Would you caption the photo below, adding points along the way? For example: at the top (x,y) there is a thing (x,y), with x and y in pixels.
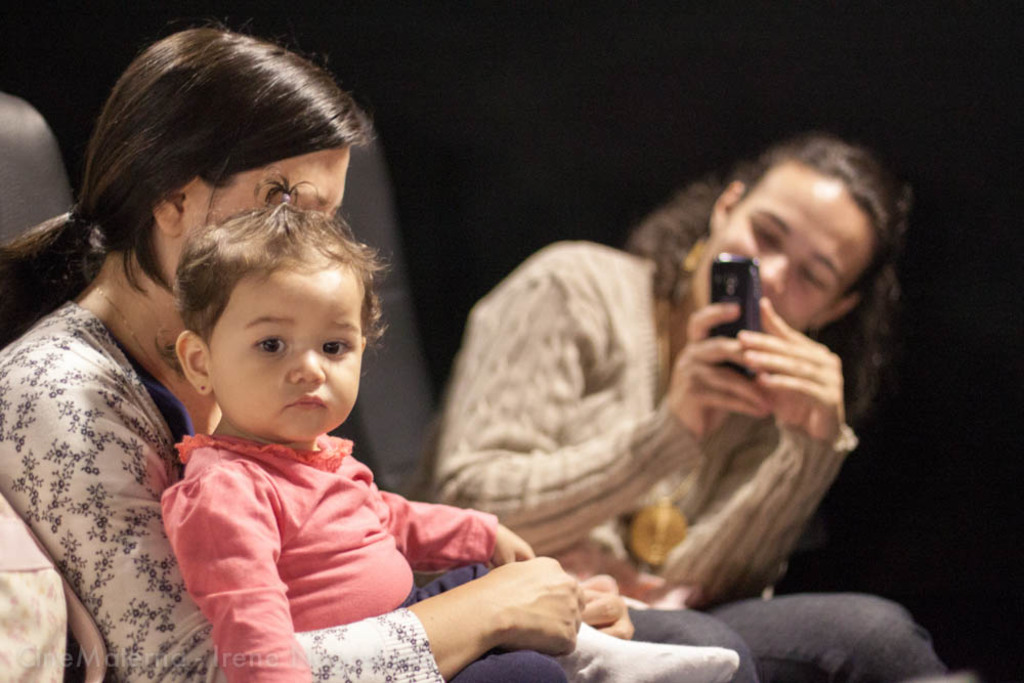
On the left side of the image (127,476) we can see a lady (337,659) is sitting and on her a baby (231,557) is sitting. On the right side of the image (892,335) we can see a lady (747,344) taking a photograph which is in a blur.
